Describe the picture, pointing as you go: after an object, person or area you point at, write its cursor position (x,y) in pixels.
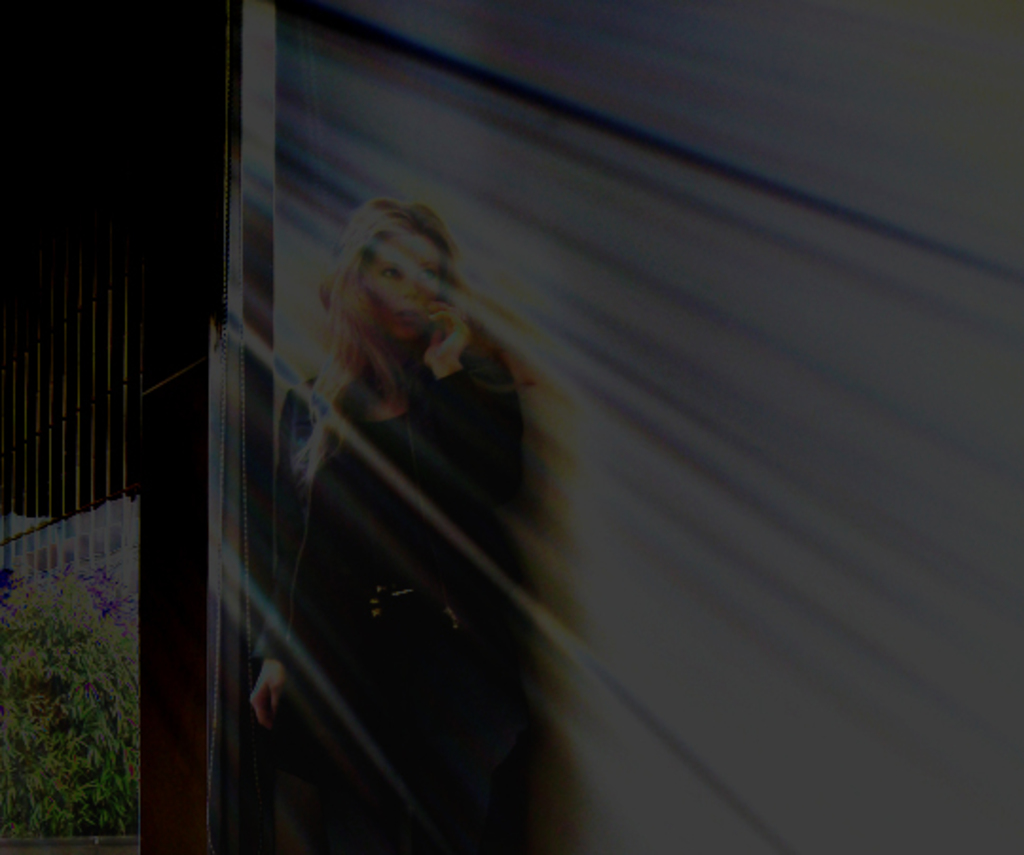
This image is dark where we can see a woman (281,711) wearing black jacket (464,529) and dress (369,541) is holding a mobile phone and standing here. Here we can see the plants (43,776).
